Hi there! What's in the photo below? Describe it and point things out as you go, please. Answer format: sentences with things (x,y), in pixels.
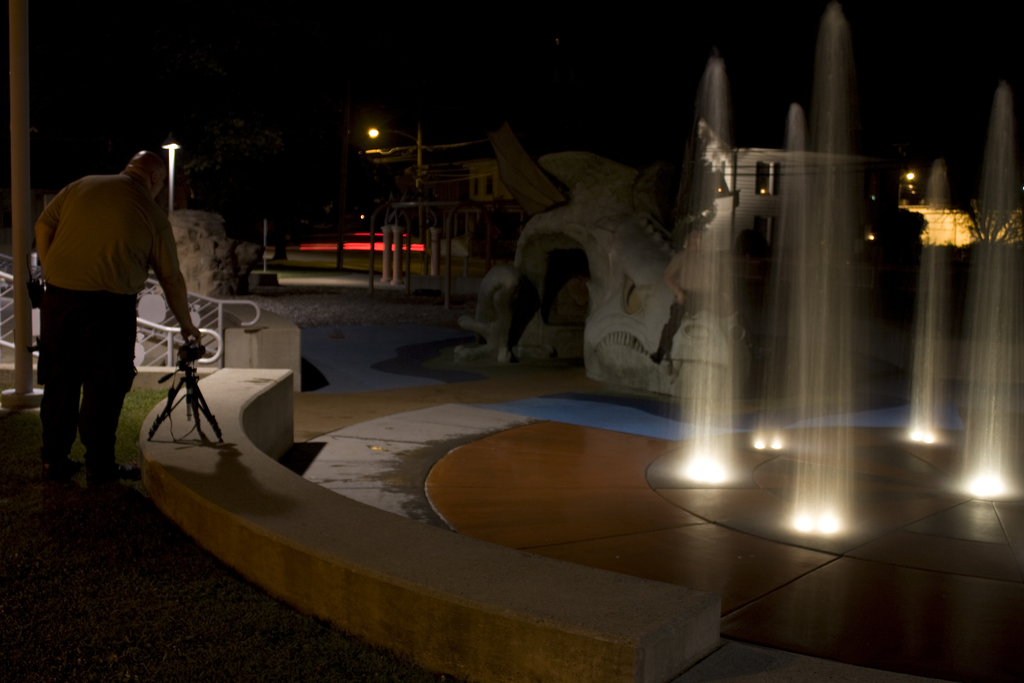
On the left side of the image (154,234) we can see a man (146,191). At the bottom (193,475) there is a stand (211,408) placed on the wall (234,483) and there are railings (219,323). On the right (827,395) there is a fountain (773,399). In the background (470,177) there are buildings (487,175), lights (912,179) and poles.
